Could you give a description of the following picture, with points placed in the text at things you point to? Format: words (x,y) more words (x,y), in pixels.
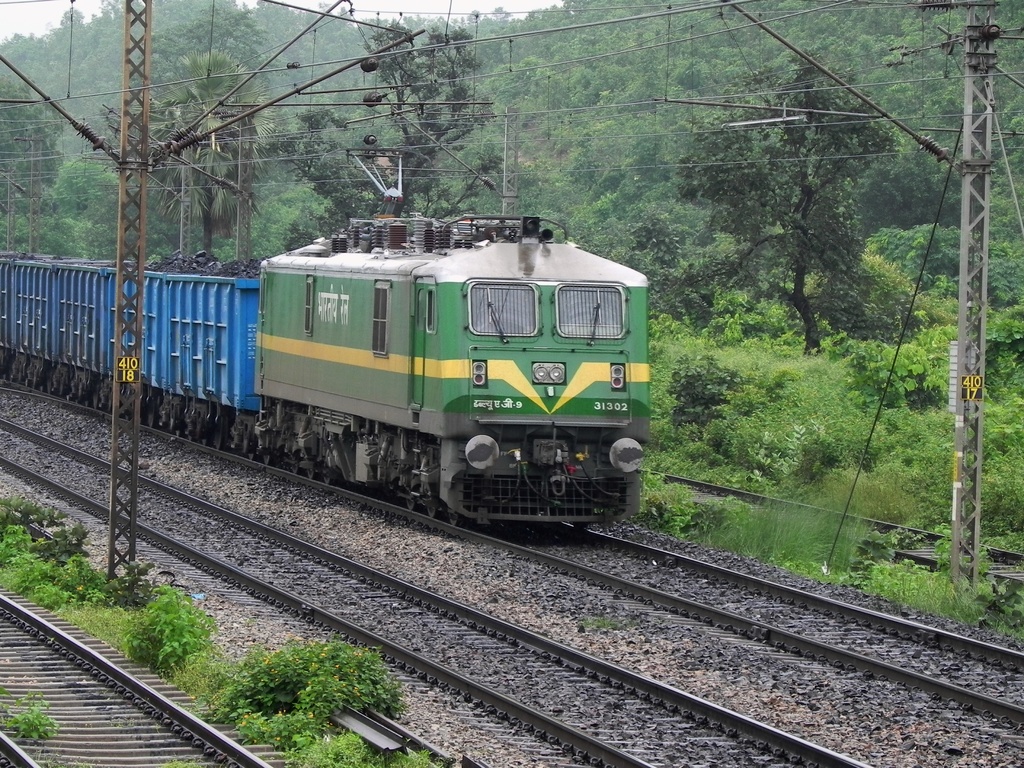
In this image there is a train (365,337) on the track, beside that track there is other two tracks (216,556), in the middle of them there are plants (103,600) and few utility poles (968,169) connected with cables (874,84). In the background (677,94) there are trees (677,147), plants (932,317) and the sky (483,5).
